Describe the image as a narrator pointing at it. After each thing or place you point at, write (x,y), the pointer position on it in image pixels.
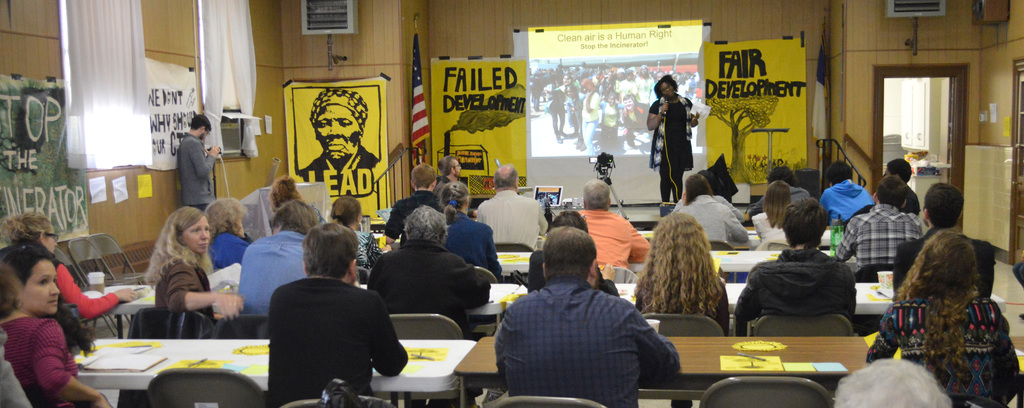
In this image I see number of people (673,223) in which most of them are sitting on chairs (225,378) and there are tables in front of them on which there are few things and I see that these 2 are standing and holding things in their hands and on the wall (718,20) I see banners (326,149) and posters (734,43) and I see a flag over here and I can also see a projector screen (551,105) over here and I see words (619,45) written on the screen (599,67) and posters (381,144) and I see the white cloth (252,110) over here and I can also see another flag (819,58) over here.
